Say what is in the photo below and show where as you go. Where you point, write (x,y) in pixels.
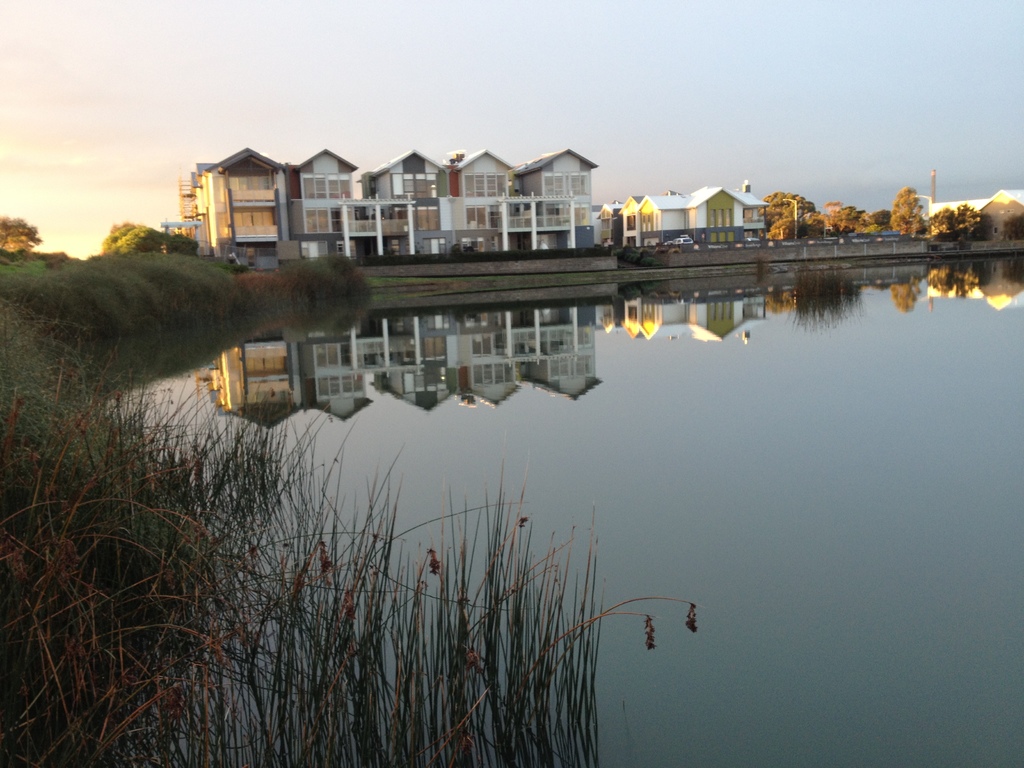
In the foreground of the picture (567,610) there are grass (87,670), weed (202,603) and water (741,417). In the center of the picture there are trees (840,219), buildings (618,223), vehicles (751,240) and poles (795,214). Sky (746,77) is clear.
